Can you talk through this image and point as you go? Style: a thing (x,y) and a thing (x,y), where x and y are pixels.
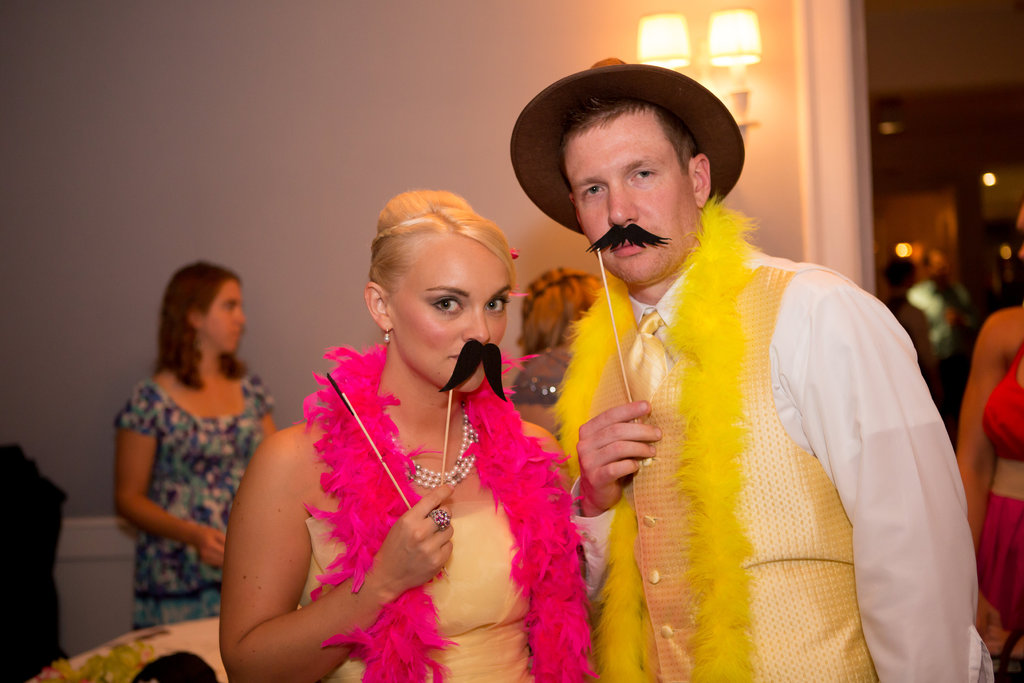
In this image we can see a few people (752,436), two of them are holding artificial mustaches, and sticks (616,322), behind them, there are lights (713,37), and the wall (386,170), the background (511,105) is blurred.
